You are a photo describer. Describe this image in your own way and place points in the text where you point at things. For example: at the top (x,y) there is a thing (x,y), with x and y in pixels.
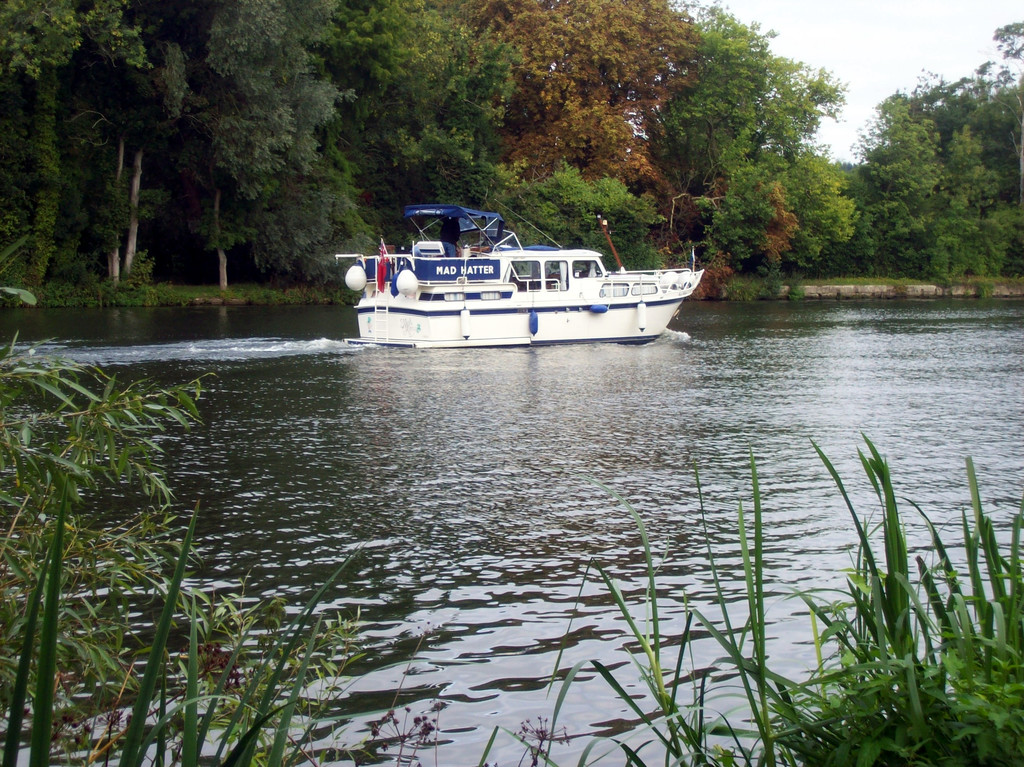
In this image we can see a boat (375,260) on water surface (429,375). In the background of the image (452,23) there are trees (456,192). At the bottom of the image (309,729) there is grass (118,737). At the top of the image (875,28) there is sky (837,38).
